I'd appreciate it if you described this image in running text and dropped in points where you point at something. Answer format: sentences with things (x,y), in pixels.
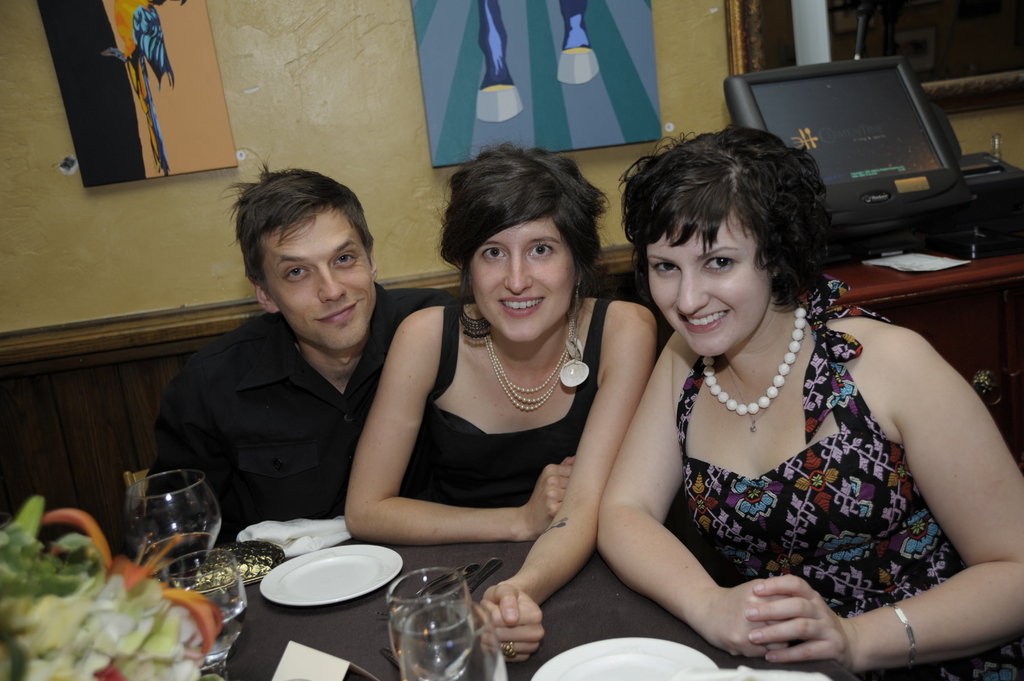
In this picture we can see two women (791,378) and a man (335,186) sitting on the chairs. This is the table (605,605). On the table (610,597) there are plates (350,577), glasses (410,585), and spoons (465,573). And there is a flower vase (138,582). On the background (303,89) there is a wall (321,79). And these are the frames (491,82). Here we can see an electronic device (870,172) on the table (890,276).
